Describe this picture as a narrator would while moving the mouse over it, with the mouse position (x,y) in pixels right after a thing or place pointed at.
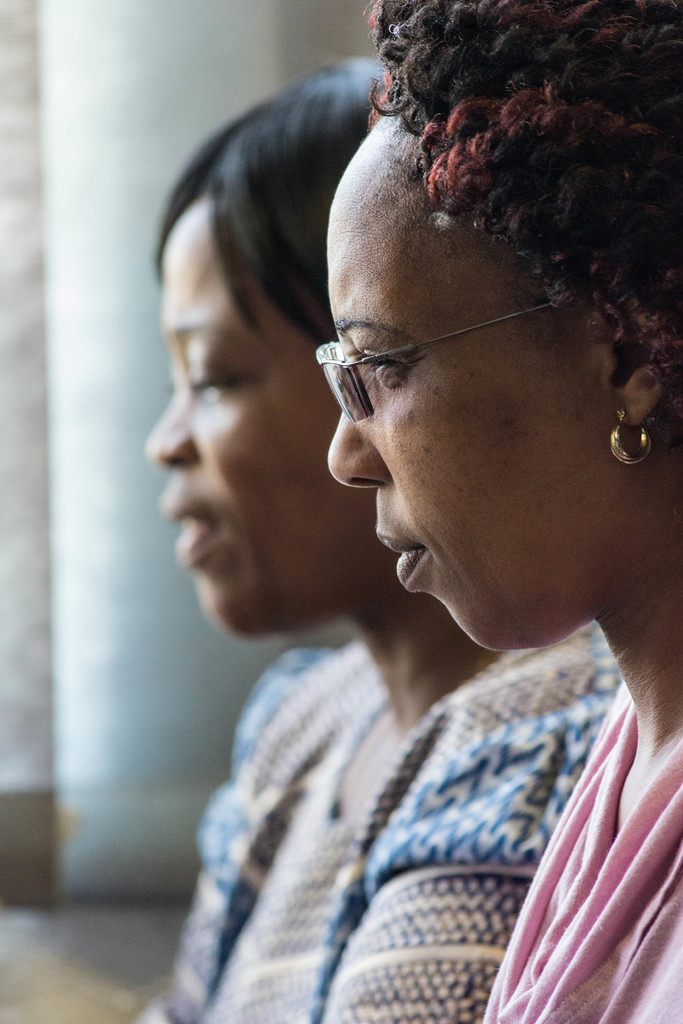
There are two women (293,750) and this woman (567,372) wore spectacle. In the background (57,152) it is blur.
